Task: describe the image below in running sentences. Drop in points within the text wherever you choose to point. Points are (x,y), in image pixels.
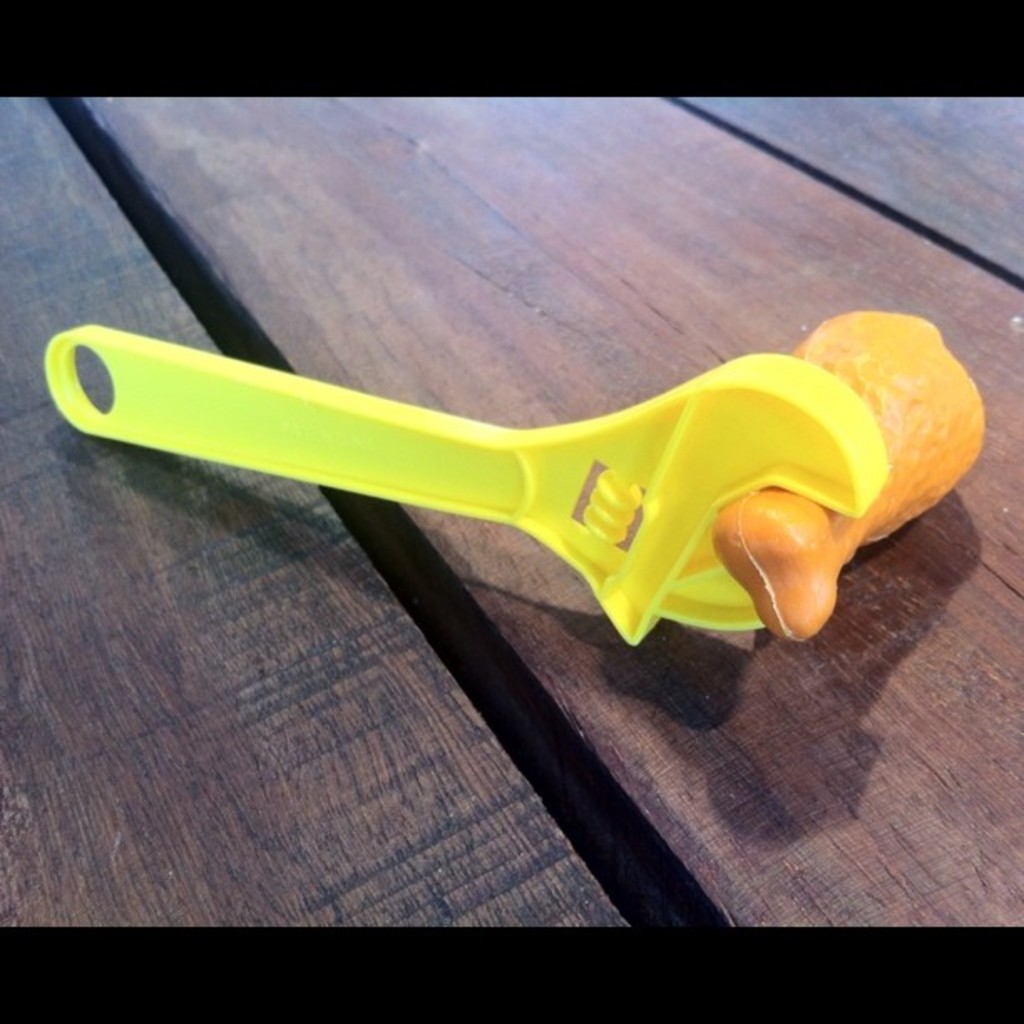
In this picture I can see a plastic wrench (512,517) and a plastic bone (812,516) on the wooden plank (480,544).
